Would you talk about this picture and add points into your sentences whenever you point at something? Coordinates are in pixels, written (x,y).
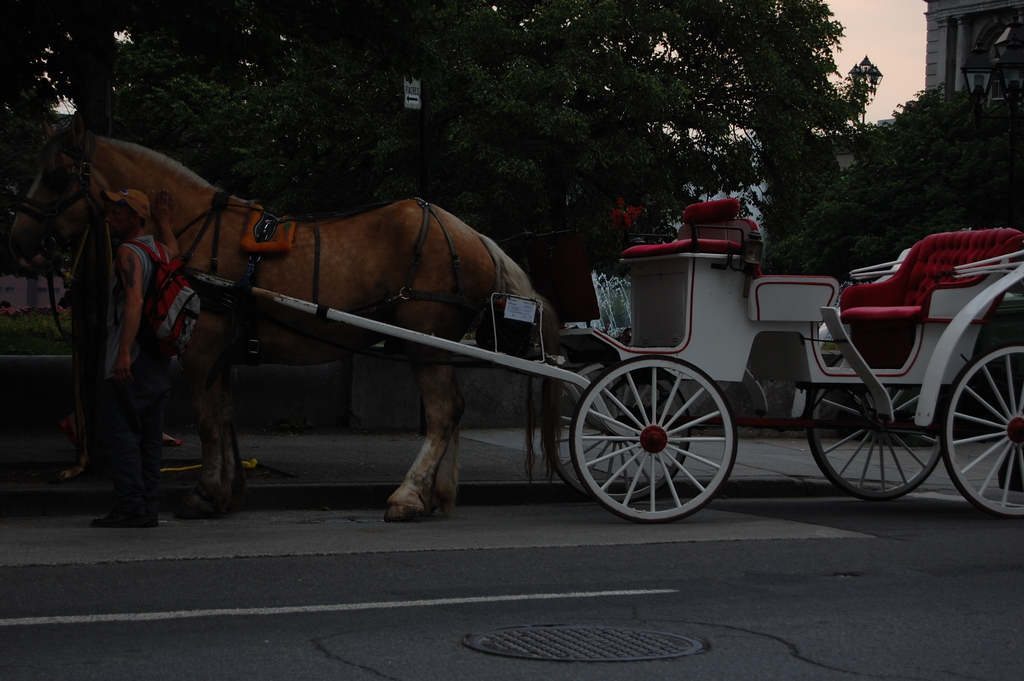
In this image in the center (415,307) there is a horse cart (659,305) and there is a man (124,328) standing wearing a red and grey colour bag (160,312). In the background (485,133) there are trees (728,146) and there is a building (964,40).
